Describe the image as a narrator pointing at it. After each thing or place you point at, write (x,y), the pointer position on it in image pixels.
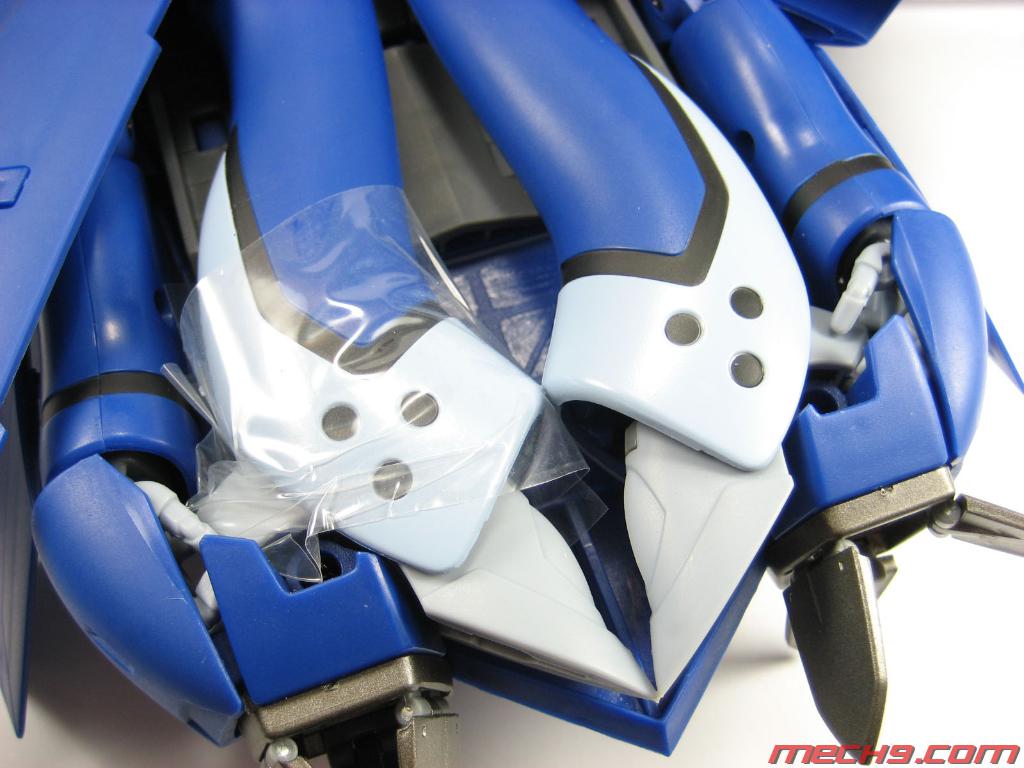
In this image I can see there is a blue color toy (517,419) placed on a white surface (748,686).
